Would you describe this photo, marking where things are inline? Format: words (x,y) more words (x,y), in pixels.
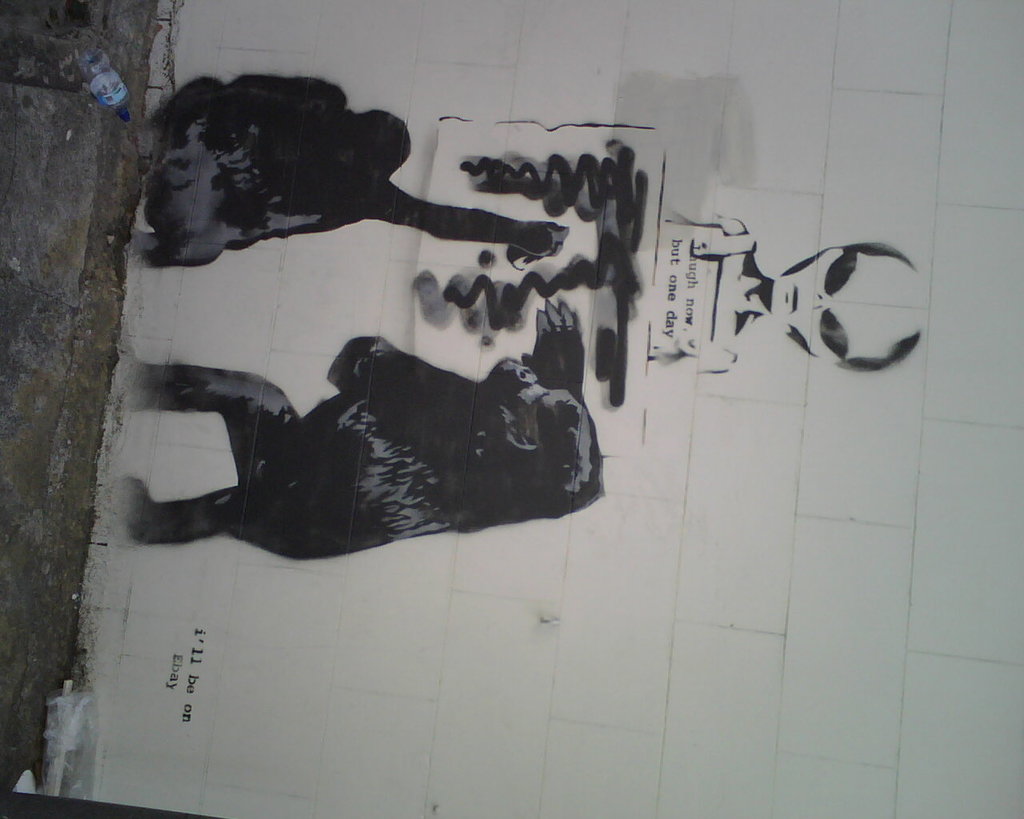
There is a hoarding (222,275) in which, there are two chimpanzees (278,236) which are painting on a board (456,267) and there is a painting (633,178) on the white wall (650,72) near the ground (63,393).
